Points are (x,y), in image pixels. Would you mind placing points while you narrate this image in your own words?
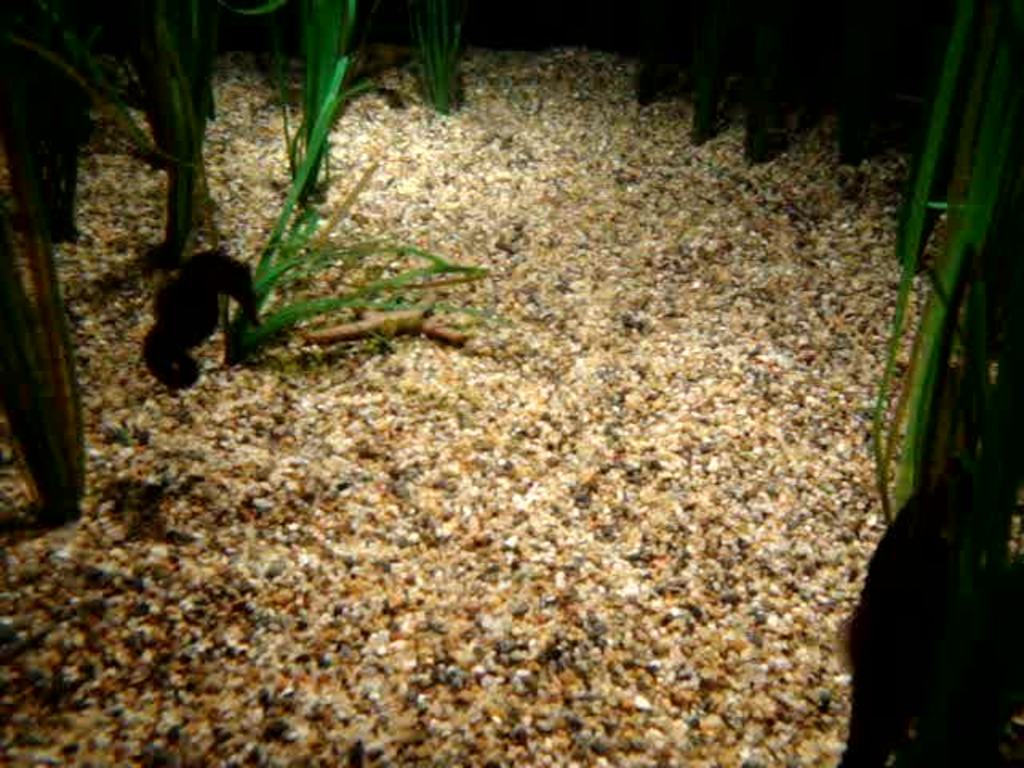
In this image I can see plants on the ground (351,523). This image is taken during night.
